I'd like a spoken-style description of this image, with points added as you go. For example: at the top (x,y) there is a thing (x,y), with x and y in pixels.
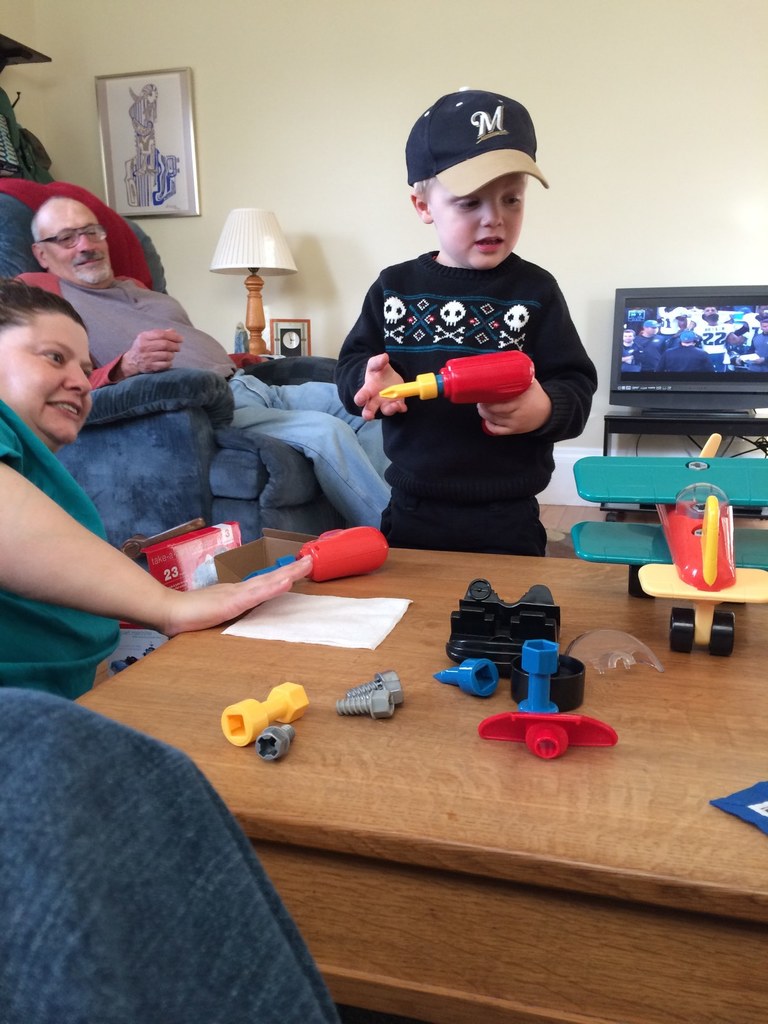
In this image there are three persons (64,301) at the middle of the image (437,414) there is a kid (442,524) who is playing with toys (634,558) and at the right side of the image (751,291) there is a T. V (638,309). and at the top left of the image (169,211) there is a painting (192,160) attached to the wall (224,136).
